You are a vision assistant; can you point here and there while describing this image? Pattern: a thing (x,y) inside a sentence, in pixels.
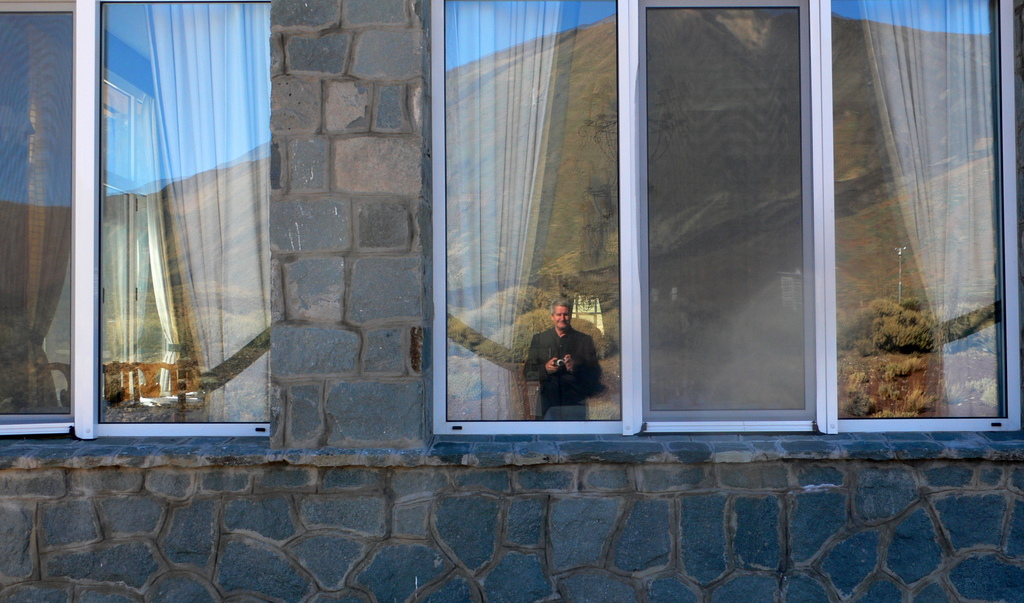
We can see wall (325,222) and glass windows (581,289), through this glass windows (604,288) we can see curtains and there is a man (569,389) standing and holding camera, behind this man (558,334) we can see trees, hill (598,89) and sky (594,11).
